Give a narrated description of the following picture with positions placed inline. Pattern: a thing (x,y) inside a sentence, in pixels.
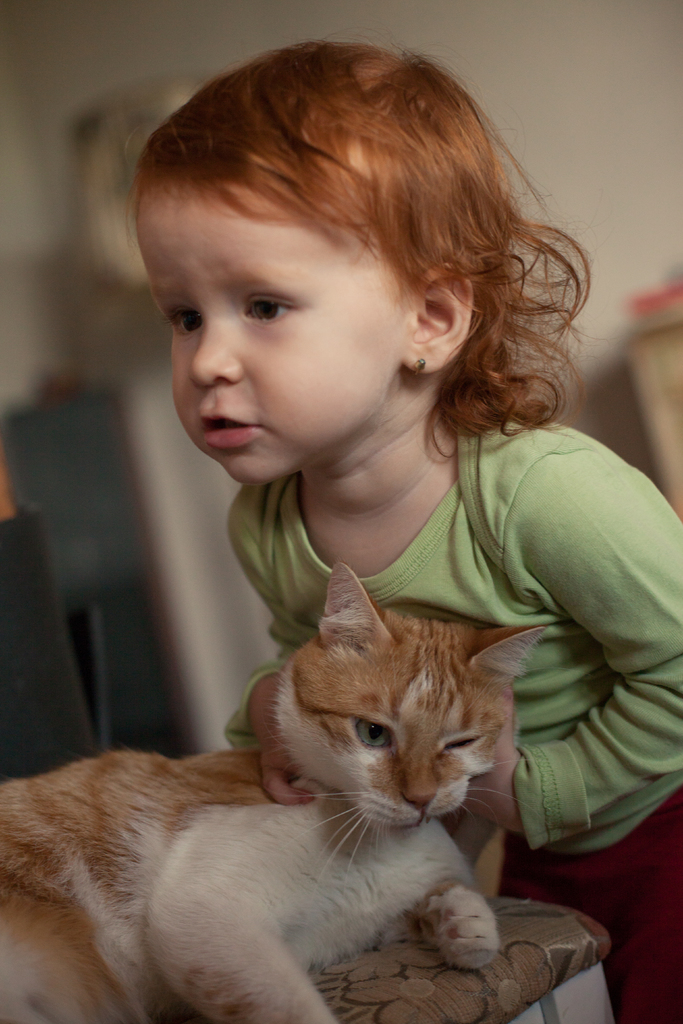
In this image, there is a kid (505,266), who is wearing a green color full sleeve t-shirt (549,651) and holding cat (411,660) in the hands (283,746). In the left middle of the image (143,591) there is a door (9,453) blue in color. In the bottom of the image (383,1015), there is a chair (562,1021) on which cat (192,889) is sitting. The picture looks as if it is taken in the room (543,59).
